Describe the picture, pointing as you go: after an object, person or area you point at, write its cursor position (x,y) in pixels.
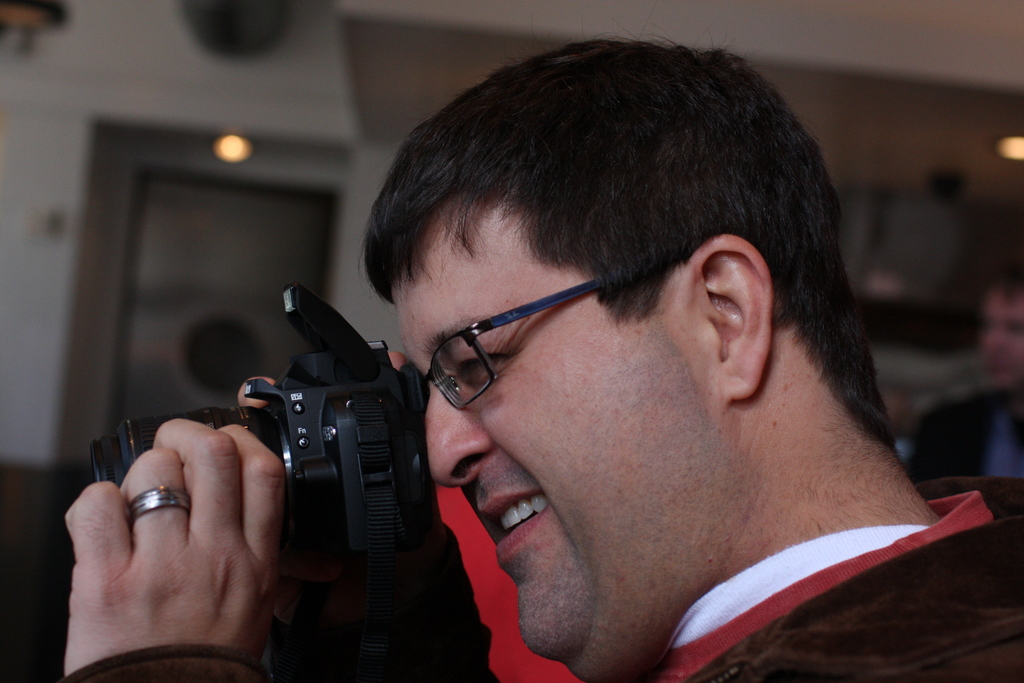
In a picture there is one person (478,415) in the middle (494,399) holding a camera (415,442) and wearing glasses (454,346), behind him at the right corner (969,397) there is a another person (977,394) wearing a black coat (932,447) and behind them there is a wall (243,100) and a door (184,208).
